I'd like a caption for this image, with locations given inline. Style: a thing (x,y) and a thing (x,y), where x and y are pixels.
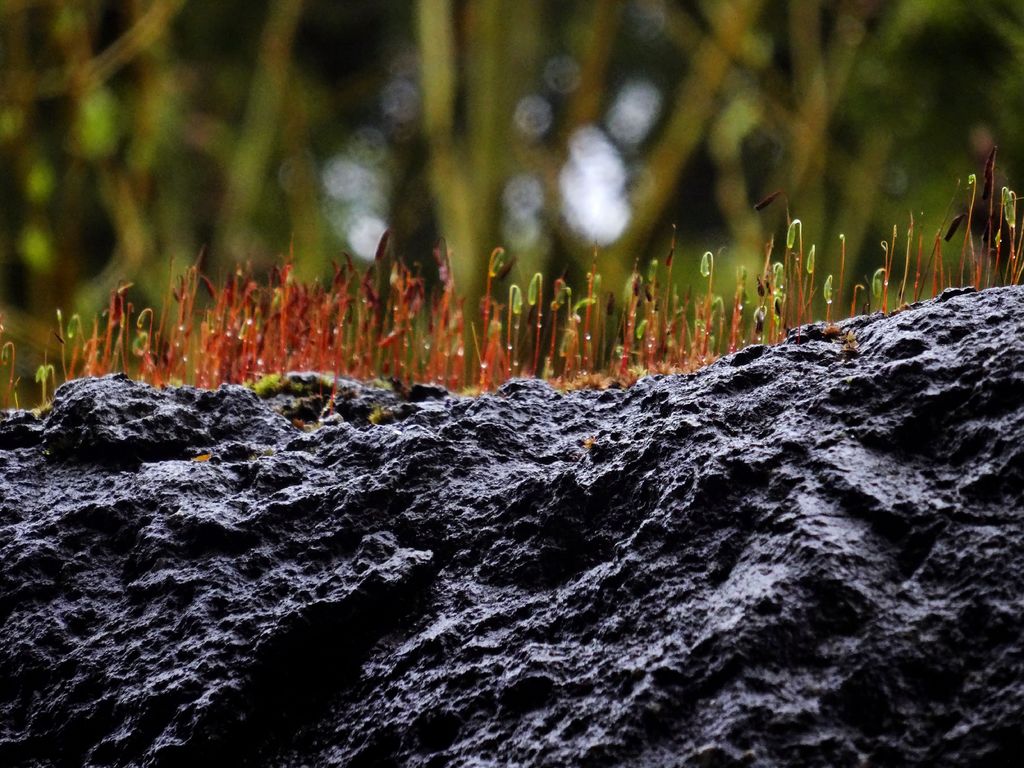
In this image, we can see plants (233,183) and there is a rock (339,387).
